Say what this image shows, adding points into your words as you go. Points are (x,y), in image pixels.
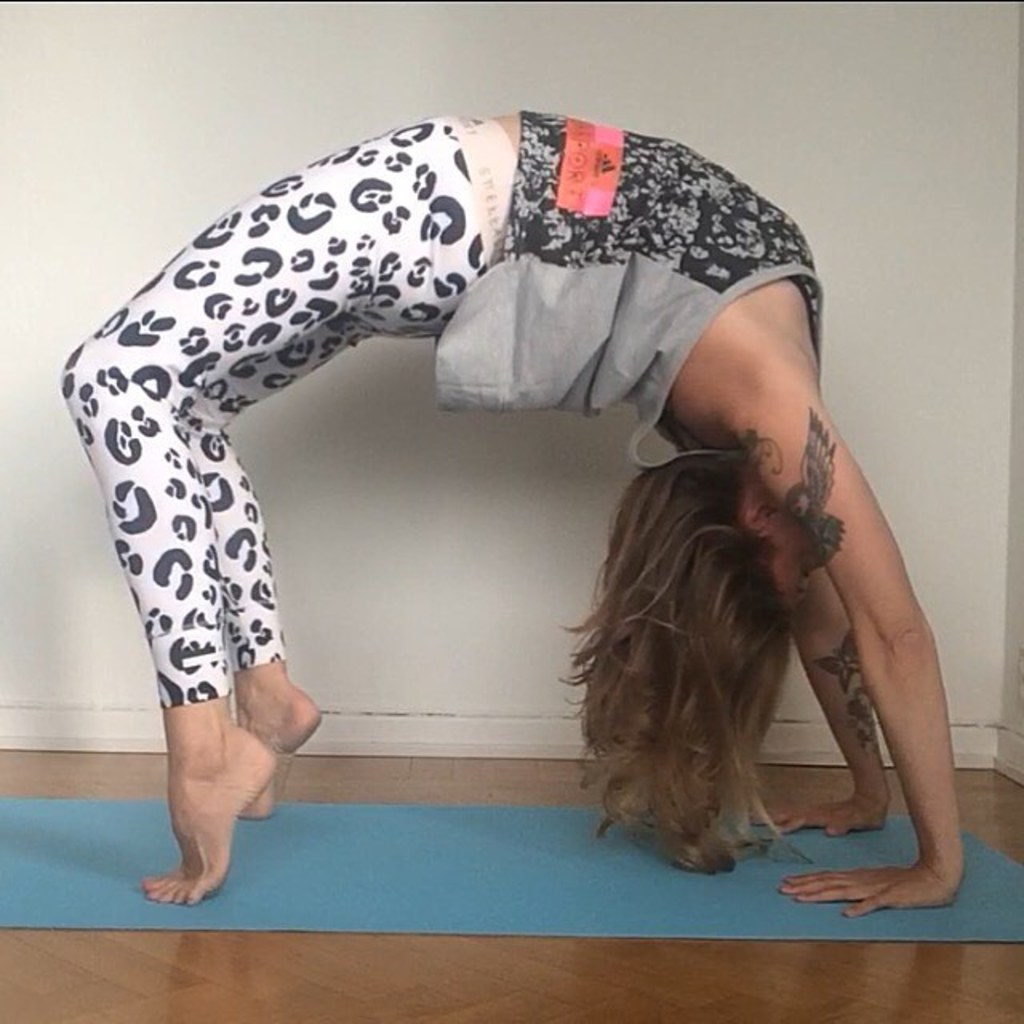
In this image, I can see the woman (631,315) in the yoga posture. This is a yoga mat (436,909), which is on the floor (498,989). In the background (408,511), that looks like a wall (787,110), which is white in color.
